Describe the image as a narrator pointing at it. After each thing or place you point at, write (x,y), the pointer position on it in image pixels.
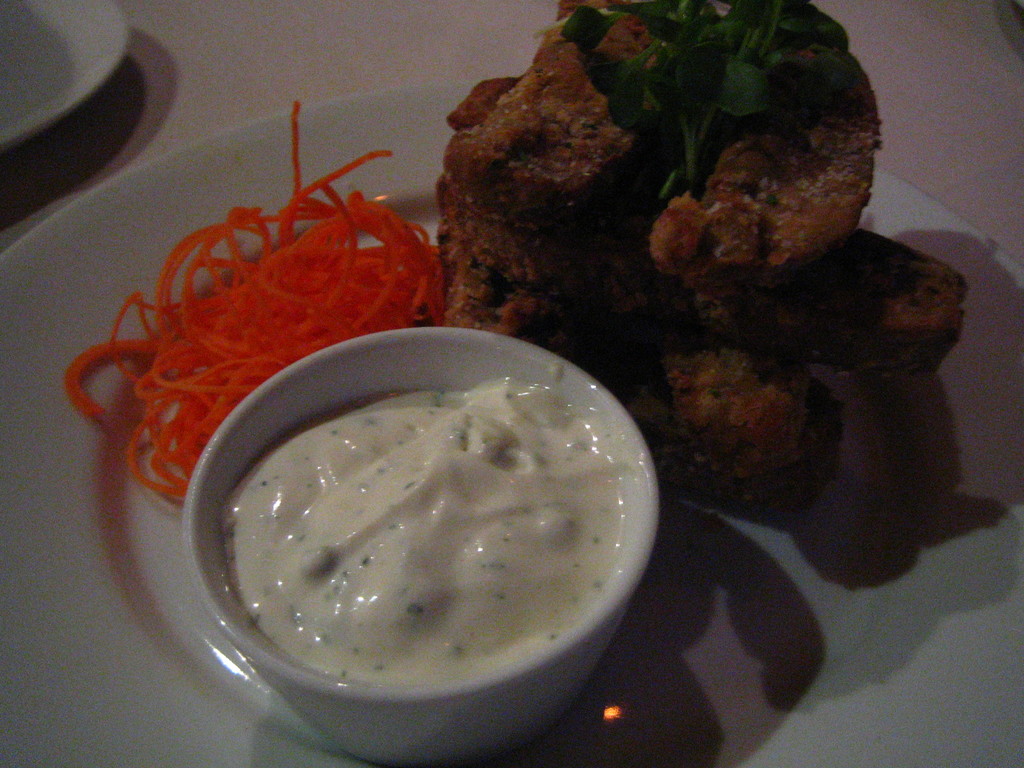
The image consists of a plate (88,367). In which we can see the flesh (723,300) and a bowl (275,381). In which there is a sauce (418,535) in white color. At the bottom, there is a table (205,59). And we can see the grated carrot (262,325).
